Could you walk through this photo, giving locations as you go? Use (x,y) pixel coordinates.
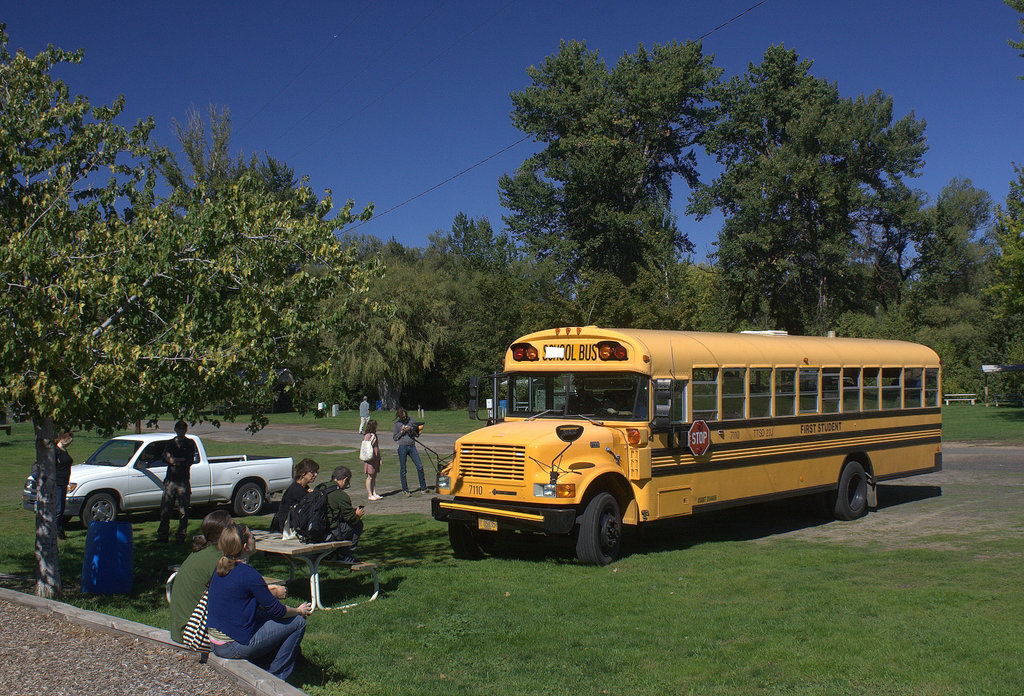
In this image I can see vehicles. Few people (305,482) are sitting on a bench (318,579) and there are other people (405,444). There is a tree (114,238) on the left (102,244) and there are trees (577,82) at the back (577,82). There is a wire (699,40) and sky (389,218) at the top (334,68).
